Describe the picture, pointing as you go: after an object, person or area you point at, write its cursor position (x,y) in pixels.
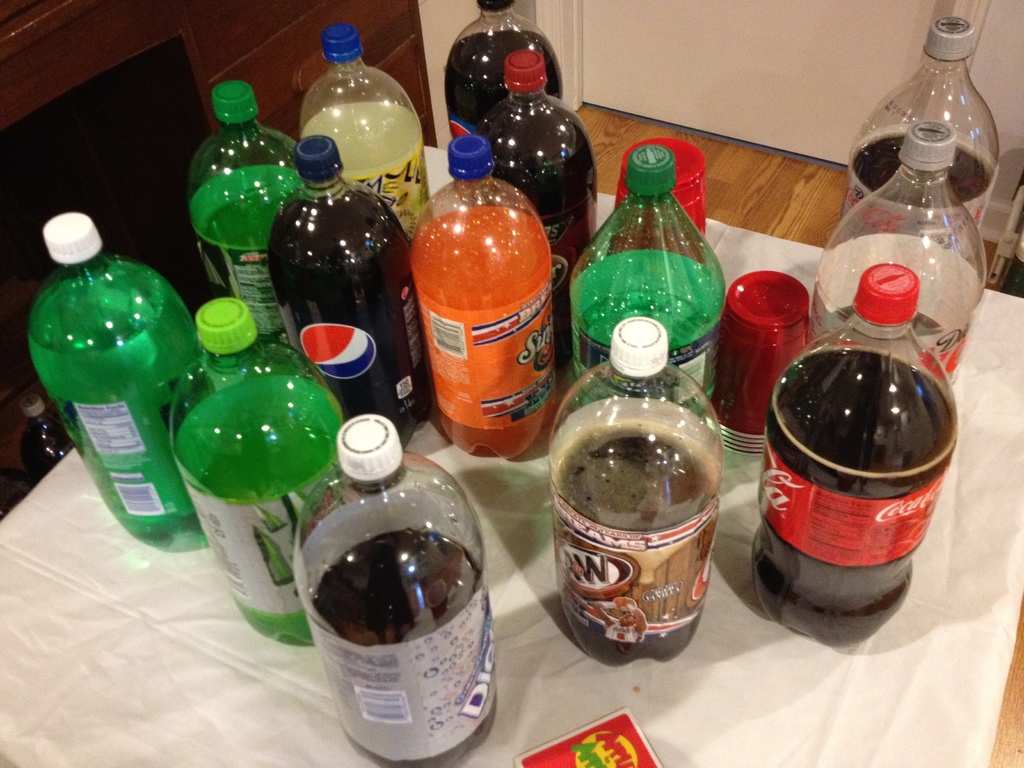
In this image, there are few bottles (566,240) are placed on the table (776,267). Here there is a game card (610,750) at the bottom (618,753). On right side (774,74), we can see a white color wall (888,46). On left side (230,51), we can see wooden cupboards (234,52). Here the few glasses (749,399) are there.
